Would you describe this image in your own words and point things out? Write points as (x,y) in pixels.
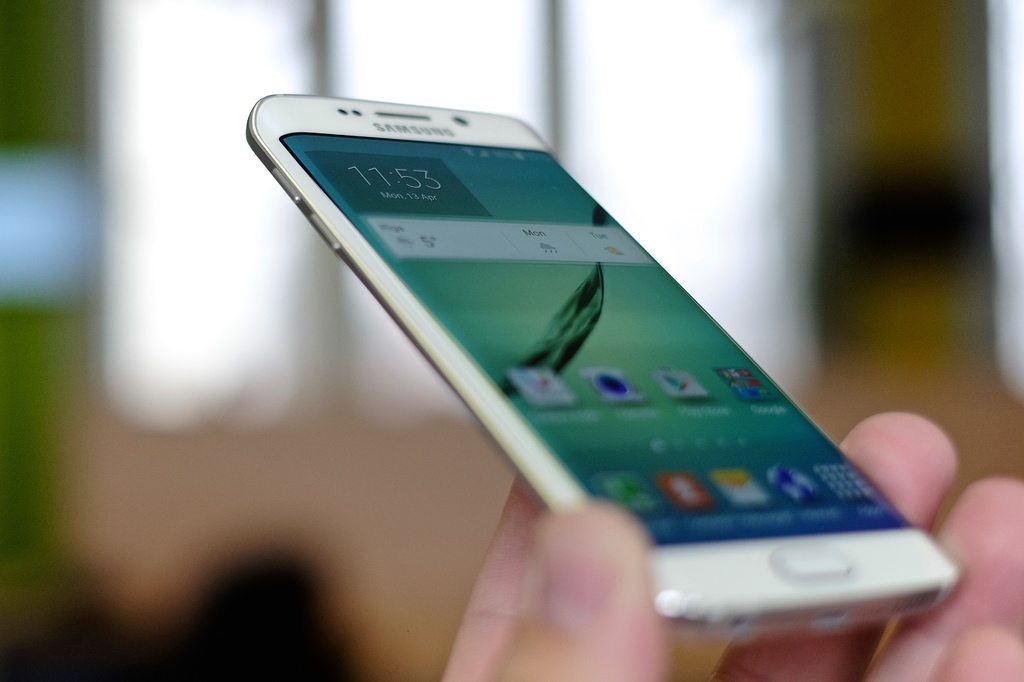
In this picture, there is a hand (925,451) holding a mobile (472,400). On the mobile screen (707,385), there are applications (681,493).
